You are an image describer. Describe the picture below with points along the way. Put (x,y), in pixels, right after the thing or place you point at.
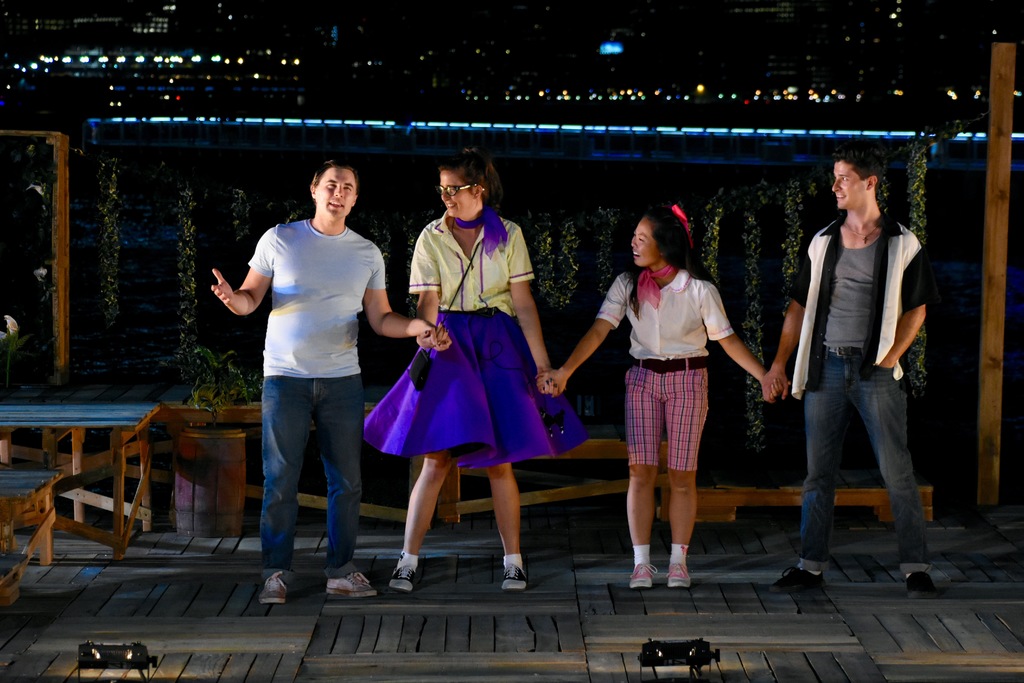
In this picture there are people (829,426) in the center of the image (442,285) and there are benches (51,499) on the left side of the image (28,504) and there are lights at the bottom side of the image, there are plants (188,269) behind them and there are buildings (908,40) at the top side of the image (570,65).
